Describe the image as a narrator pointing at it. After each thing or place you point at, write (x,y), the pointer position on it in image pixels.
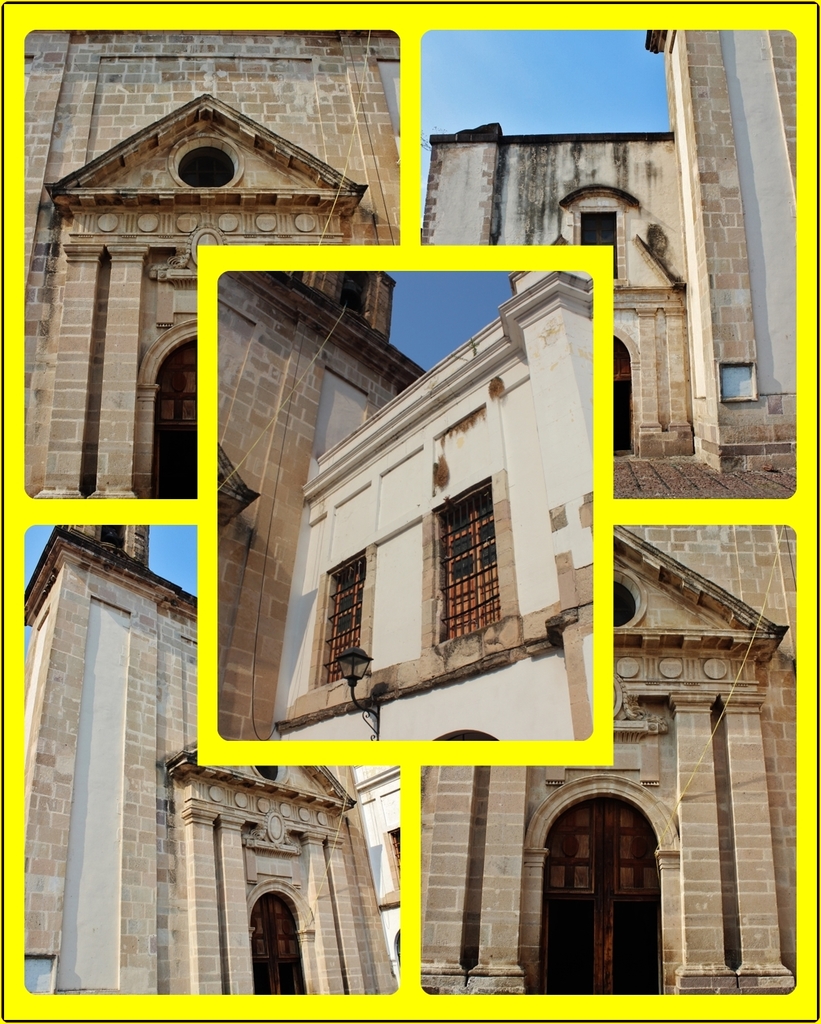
As we can see in the image there are buildings (343,522) and windows (361,603). On the top (560,49) there is sky (634,67).
